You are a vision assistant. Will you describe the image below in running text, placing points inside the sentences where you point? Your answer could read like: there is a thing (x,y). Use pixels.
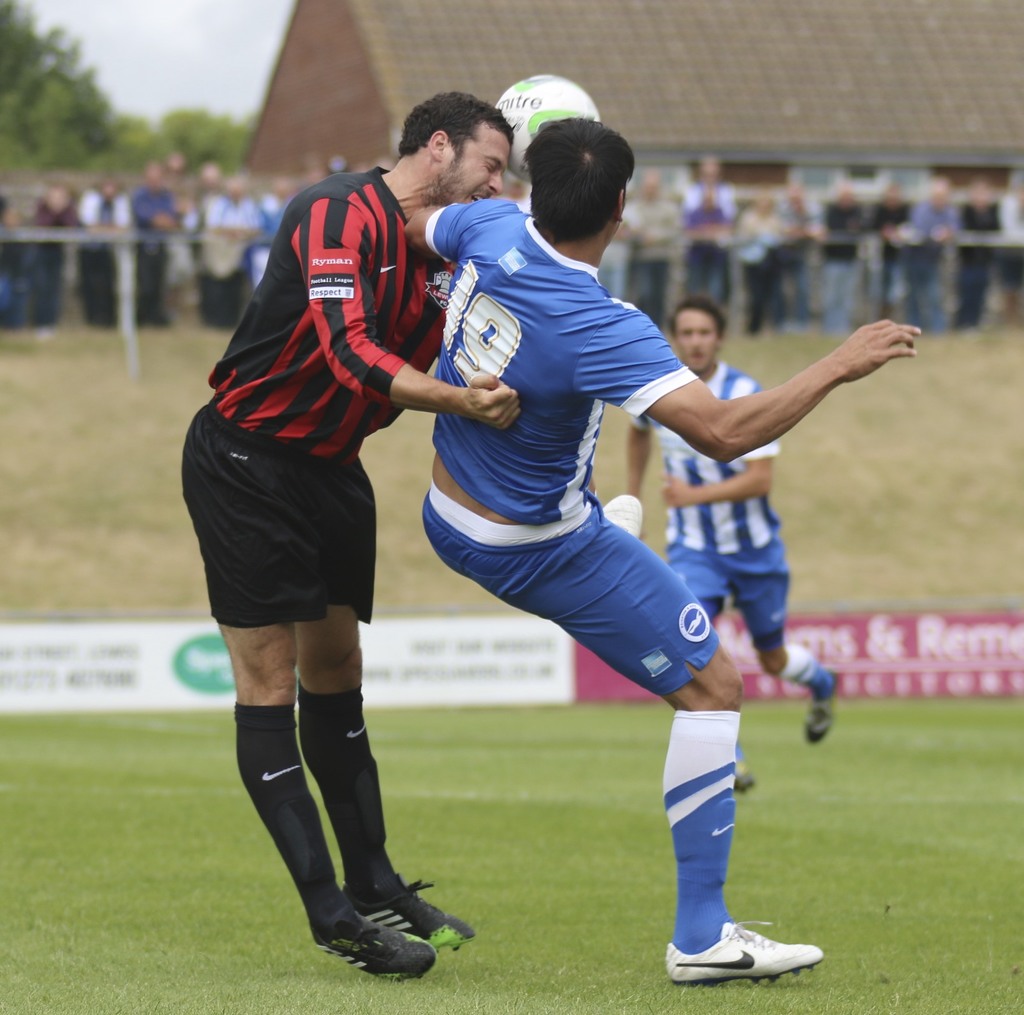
In this picture we can see three persons (587,518) playing a football game, at the bottom (555,856) there is grass (597,948), in the background (923,220) there are some people (894,209) standing and looking at the game, we can see trees (121,127) and the sky (121,100) at the left top of the picture (185,96), there is a hoarding (875,649) here.
